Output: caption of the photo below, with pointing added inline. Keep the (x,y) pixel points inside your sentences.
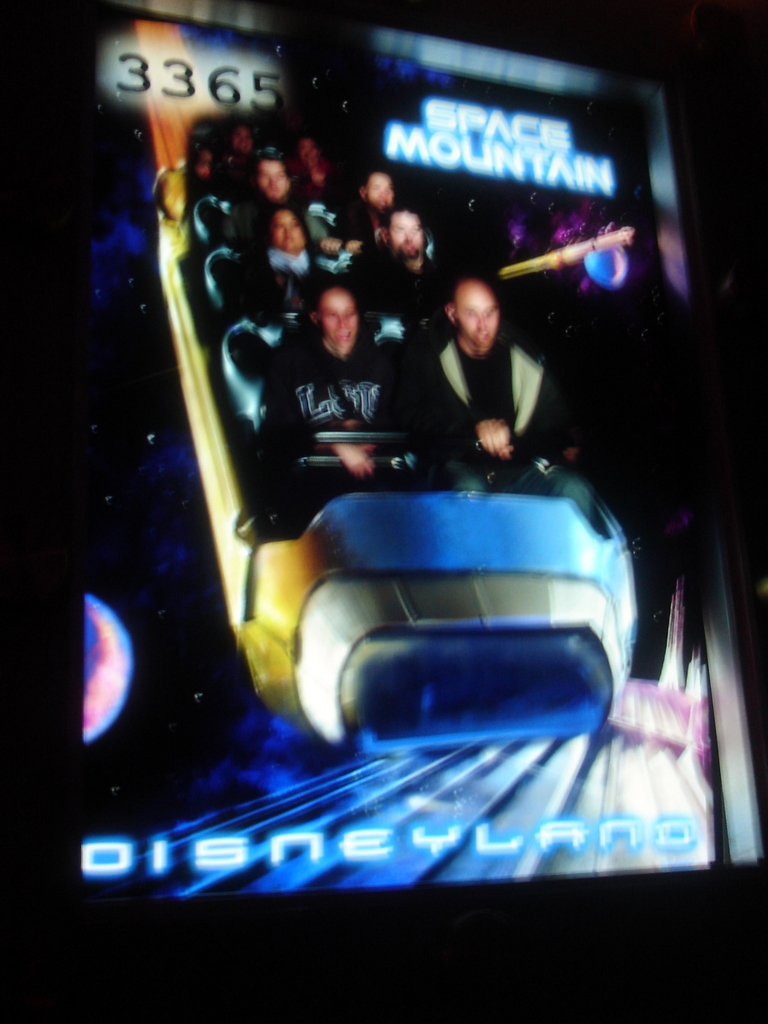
In this picture there is a poster (128,444) in the center of the image (363,626), on which there are people (345,312) in a train (394,597) in the center of the image (416,573).
